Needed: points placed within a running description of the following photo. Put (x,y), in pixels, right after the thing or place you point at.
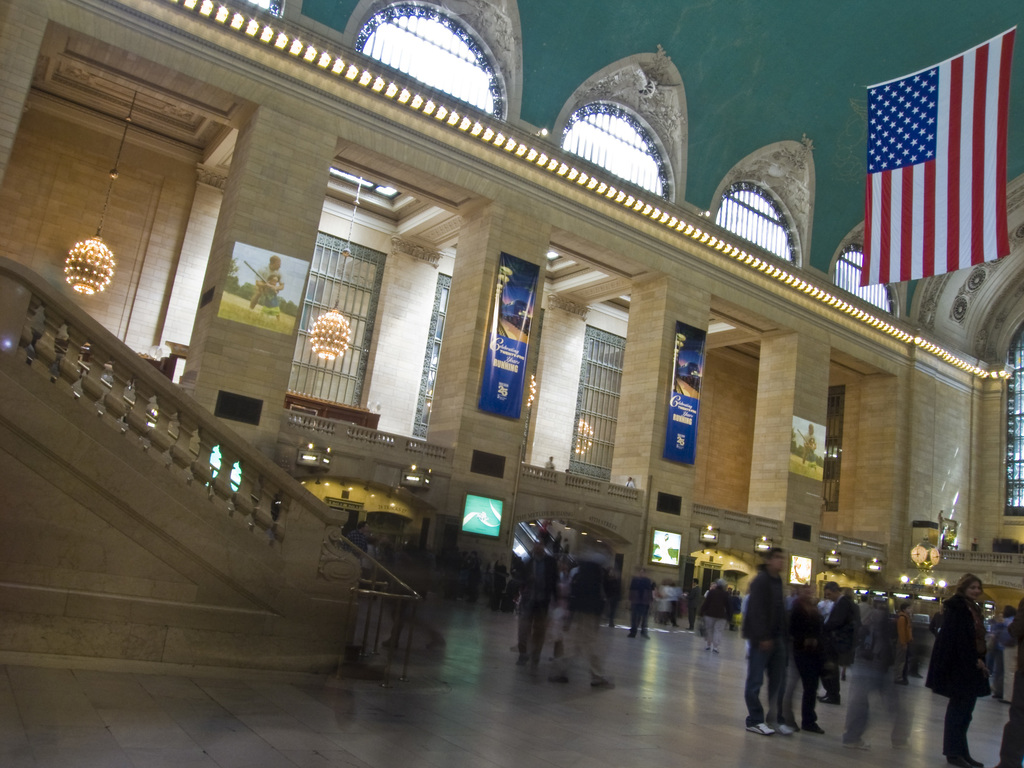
In this image, we can see some pillars (670,289) and there are some posters (695,418) on the pillars (477,412), we can see the stairs (157,475) and railing (260,525), there are some people (792,632) standing on the floor (736,678), we can see a flag (983,156) and we can see some windows (359,37).
